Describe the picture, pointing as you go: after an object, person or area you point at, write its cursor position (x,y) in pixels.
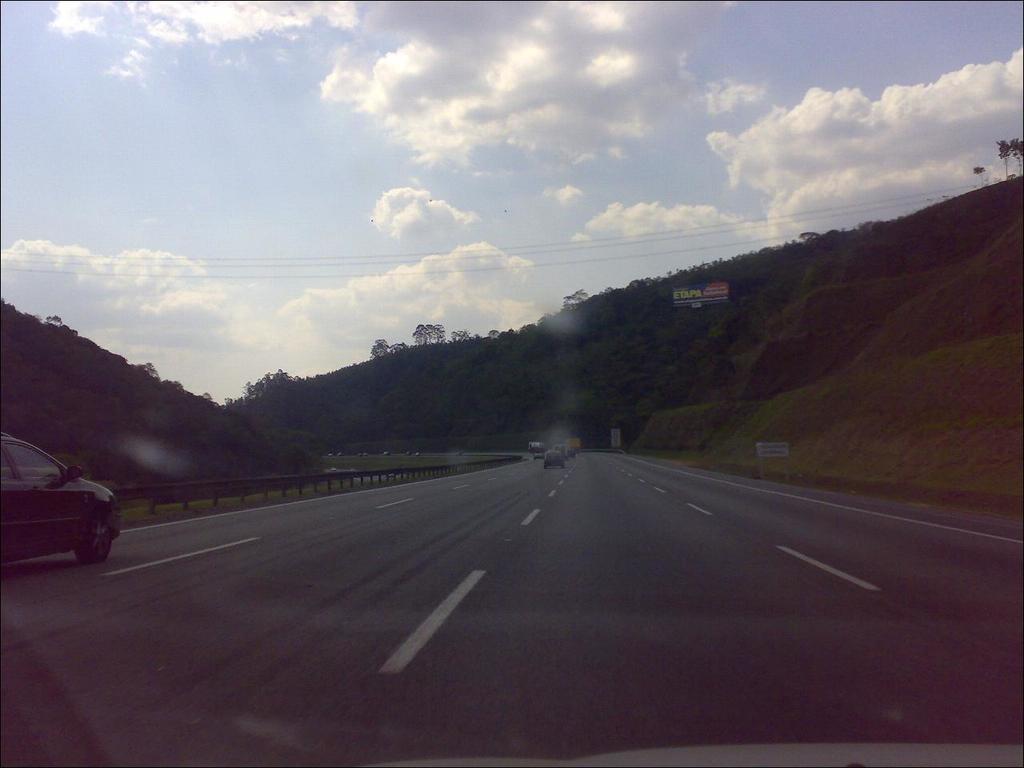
In this picture we can see vehicles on the road (455,511), trees (347,443), mountains (468,346), hoarding (713,284) and in the background (289,171) we can see the sky (621,111) with clouds (461,49).
